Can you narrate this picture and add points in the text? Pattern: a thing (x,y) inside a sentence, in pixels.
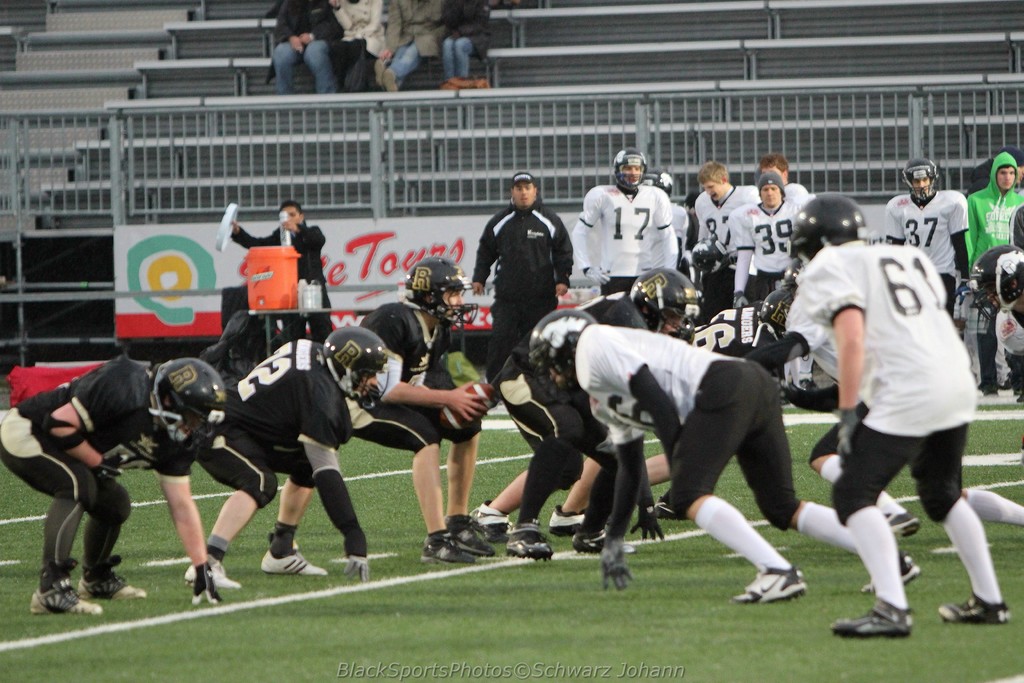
In this picture, we see many people (732,455) who are wearing black T-shirts (227,432) and white T-shirts (627,428) are playing the football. The man (440,363) in the middle of the picture (433,355) wearing black T-shirt (413,355) is holding a football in his hand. At the bottom of the picture (580,601), we see the grass (588,610). On the right side (949,233), we see people (990,232) are standing. Beside them, we see a man (315,258) in black jacket (303,230) is holding something in his hand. In front of him, we see a table (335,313) on which orange color box (278,273) is placed. Behind them, we see a railing (390,167) and staircase (451,156). We see four people (382,52) are sitting on the staircase (501,88).
